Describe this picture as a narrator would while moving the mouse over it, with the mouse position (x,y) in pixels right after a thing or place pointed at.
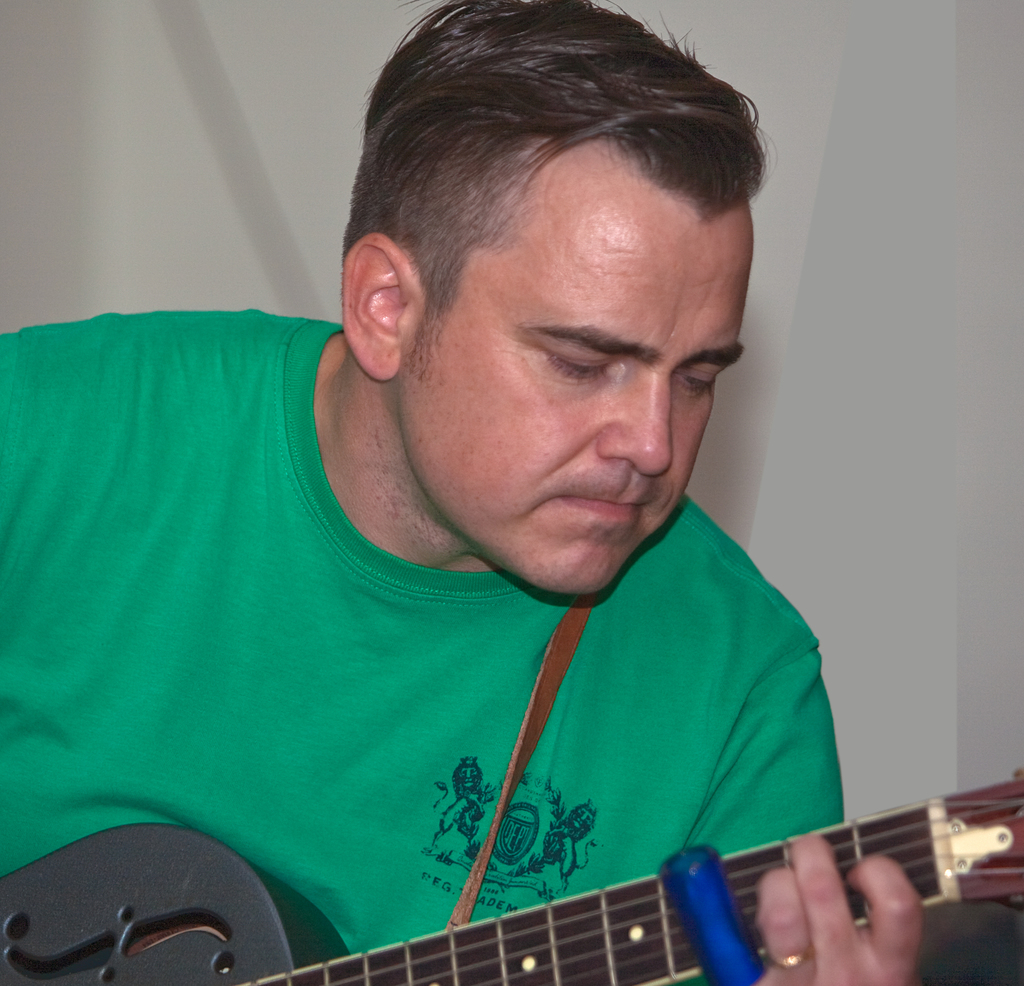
In this picture we have a person (475,706) in green shirt (463,825) holding a guitar (159,952) and playing it.
